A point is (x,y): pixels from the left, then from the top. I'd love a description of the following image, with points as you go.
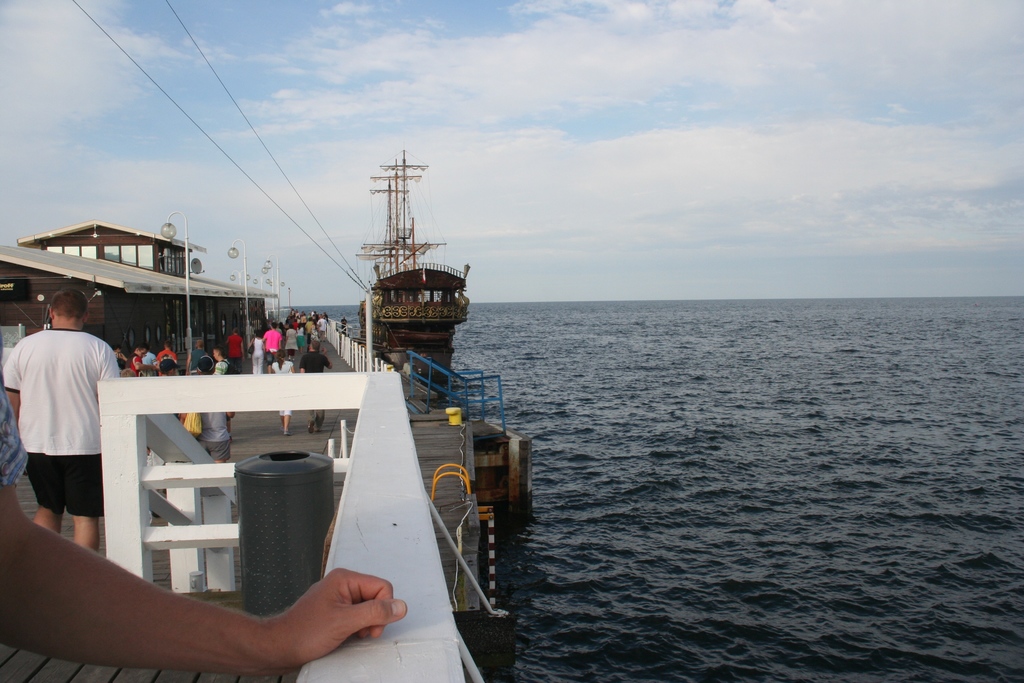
In this image I can see people (68,398) walking on the ground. On the right side (720,437) I can see water (780,434) and the sky (764,156). Here I can see ship (399,280) on the water (738,431). On the left side (186,246) I can see white color poles (187,285) and a roof (151,288).
